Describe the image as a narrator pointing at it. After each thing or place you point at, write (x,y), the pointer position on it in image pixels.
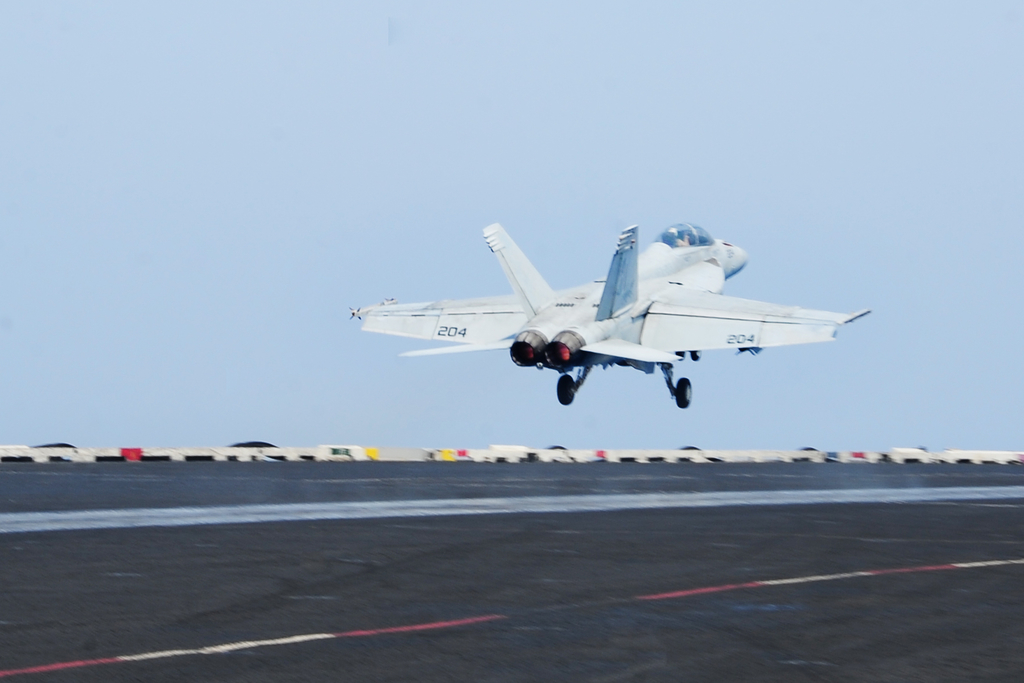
In this picture we can see an aircraft (635,310) is flying above the runway (602,511). Behind the aircraft (589,314), there is the sky (641,237).
